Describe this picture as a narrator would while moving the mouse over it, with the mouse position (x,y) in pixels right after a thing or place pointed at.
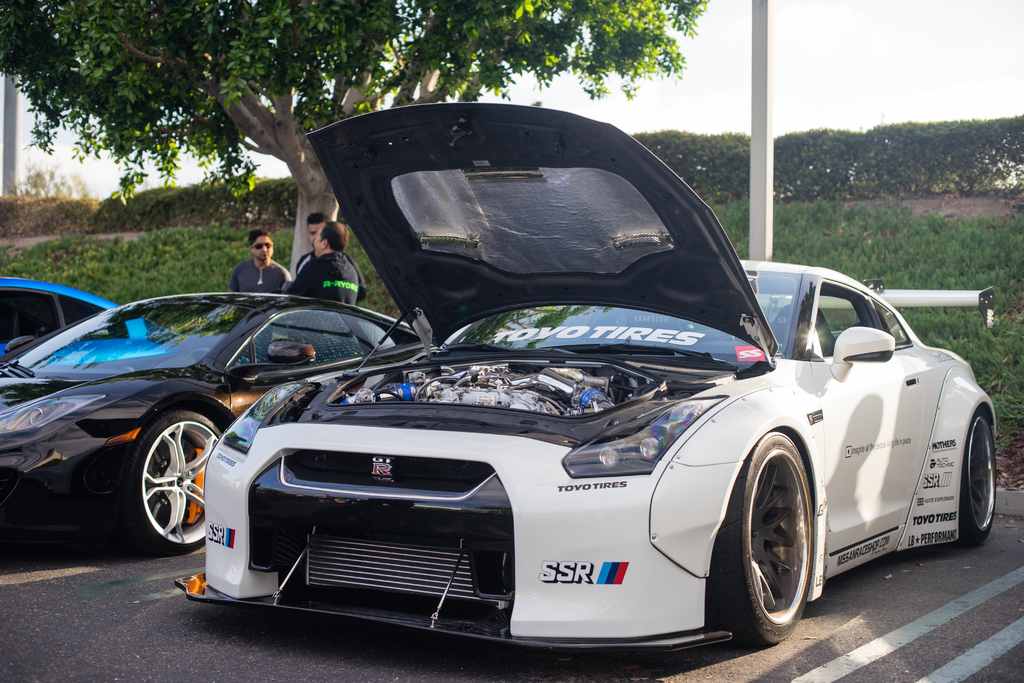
In the picture we can see some cars (571,610) are parked on the path (955,576) and behind the cars (584,606) we can see some people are standing and talking and behind them, we can see a tree (103,82) and besides, we can see a pole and in the background (816,237) we can see a grass surface (825,228), plants (959,179) and sky (896,76).
